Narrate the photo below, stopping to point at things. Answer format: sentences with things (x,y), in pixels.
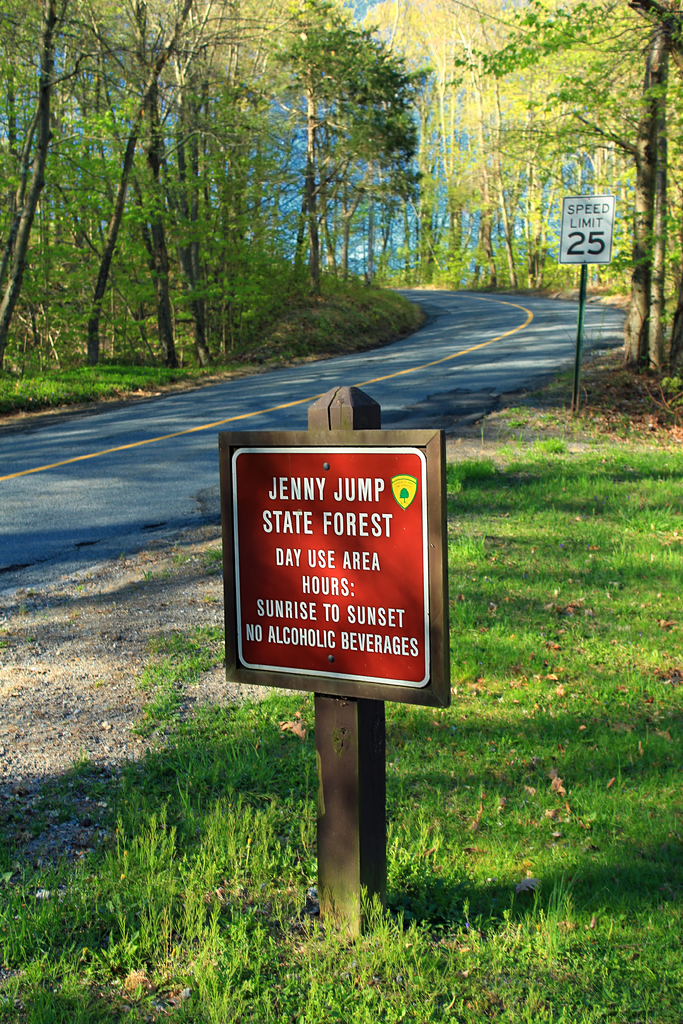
In this image we can see the sign boards (379,651) with some text (386,644) on them. We can also see some grass (533,634), the road (541,357) and a group of trees (267,310).
